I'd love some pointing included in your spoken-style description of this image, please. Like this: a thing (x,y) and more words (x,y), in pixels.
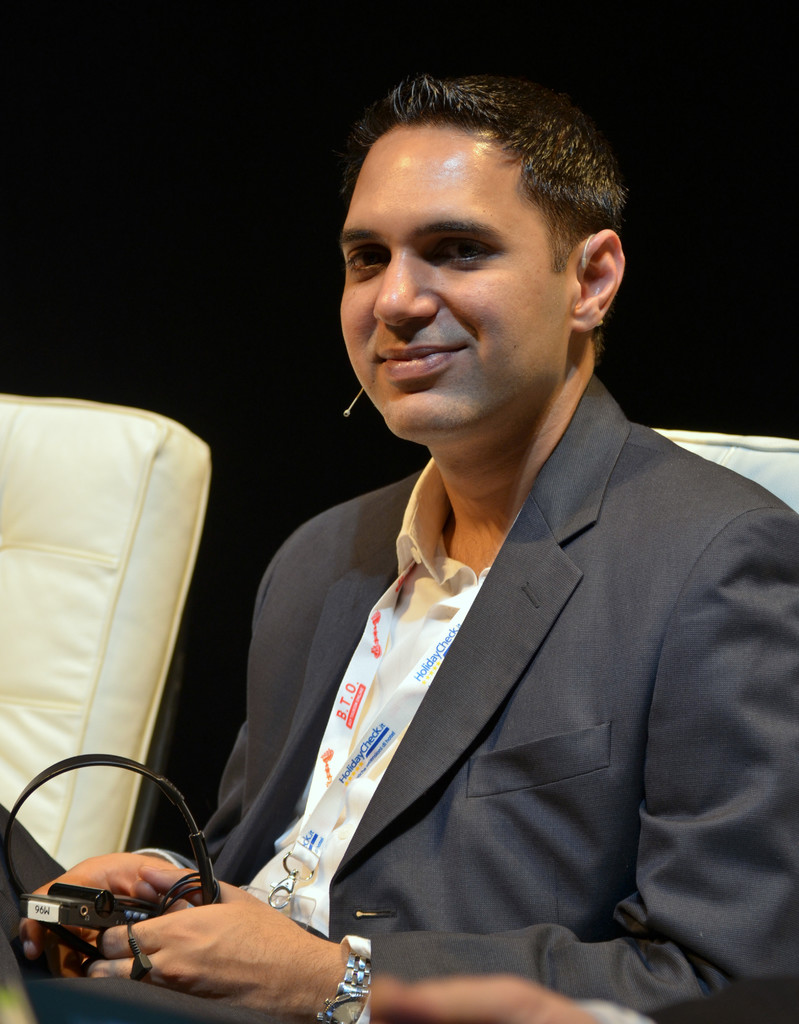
This is a man (446,662) wearing a suit (596,639) and sitting on the chair (752,464). He is holding some device (203,904) in his hands (219,957). At the left corner of the image (136,652) I can see another couch (79,593).
